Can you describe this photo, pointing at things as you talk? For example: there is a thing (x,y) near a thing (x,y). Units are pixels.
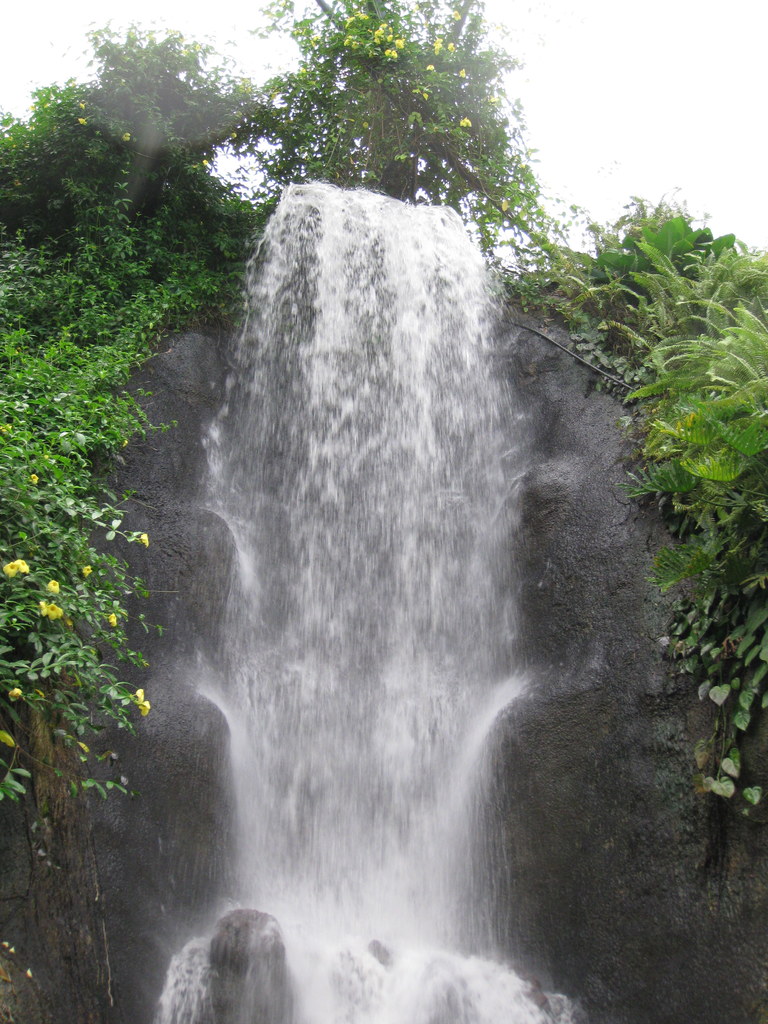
In this picture I can see the plants (748,256) and grass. At the top (488,153) there is a tree (422,147). In the top right (659,84) I can see the sky (669,65).
